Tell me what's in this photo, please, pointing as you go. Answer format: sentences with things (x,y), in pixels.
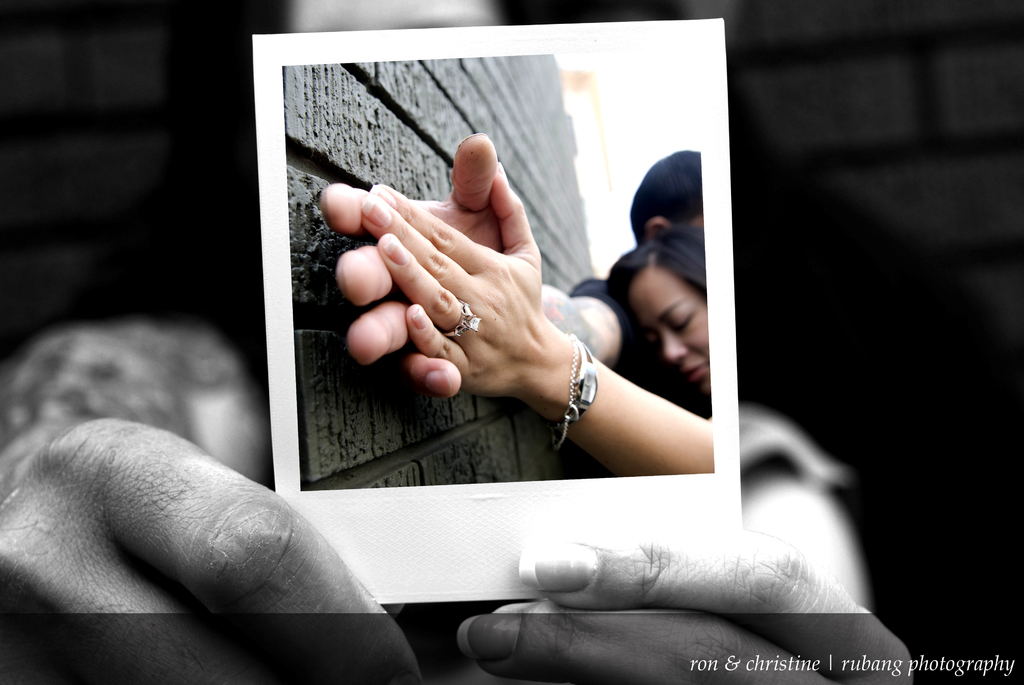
In this image there is a person (199,356) holding a photograph (387,254), in the photograph (572,408) there is a couple (383,240) holding hands (421,221) together.
